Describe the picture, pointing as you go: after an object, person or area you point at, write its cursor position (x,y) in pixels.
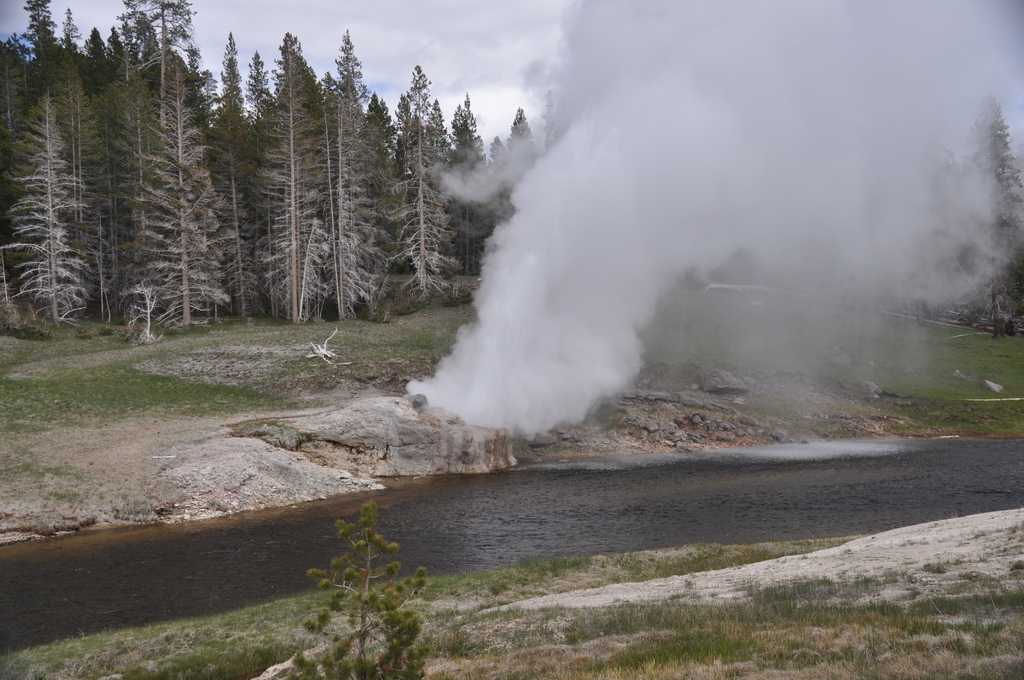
In this image we can see the grass (9,456), water (605,530), smoke (444,395), rocks (391,421), trees (16,176) and the sky (508,32) with clouds (501,48) in the background (490,56).
